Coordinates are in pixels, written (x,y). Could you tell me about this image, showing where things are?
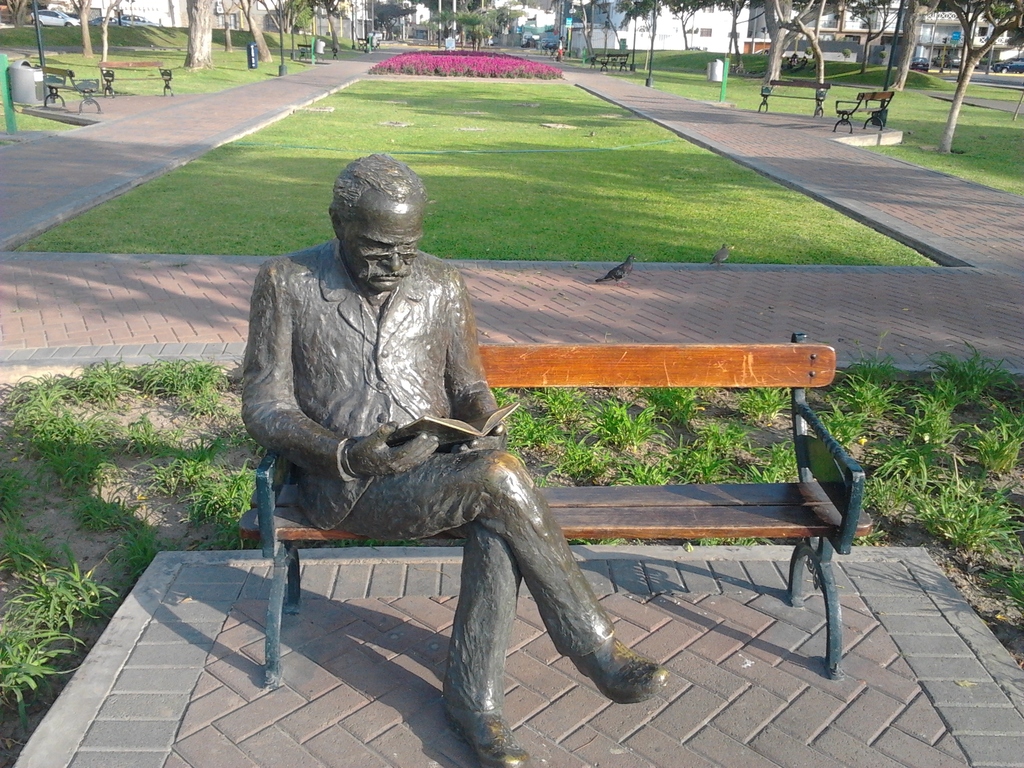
In this picture we can see a statue (427,369) of person (422,410) holding book (500,411) in his hand (483,445) and sitting on a bench (734,504) and in background (227,177) we can see grass (526,203), trees (855,13), buildings (723,22), bins (252,53).
